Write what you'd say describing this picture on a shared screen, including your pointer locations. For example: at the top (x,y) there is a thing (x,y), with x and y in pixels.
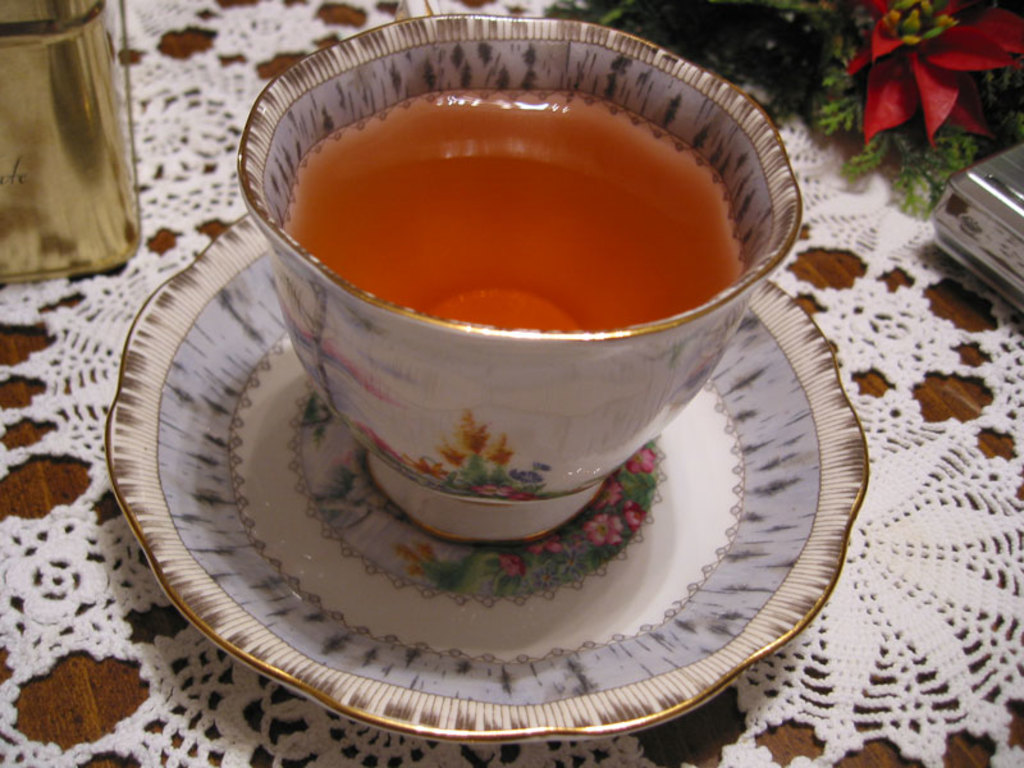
In this image at the bottom (131,637) there is one table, on the table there is one cup (609,44) and saucer (187,304), flower bouquet (817,106) and some objects (86,109).
